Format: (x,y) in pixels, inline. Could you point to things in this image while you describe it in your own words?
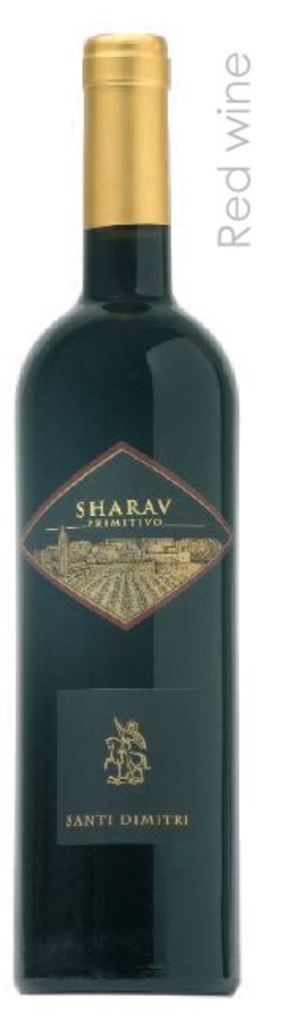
In the center of the image (103,536) we can see a wine bottle (110,679). At the top right corner (222,157) some text (220,153) is there.
